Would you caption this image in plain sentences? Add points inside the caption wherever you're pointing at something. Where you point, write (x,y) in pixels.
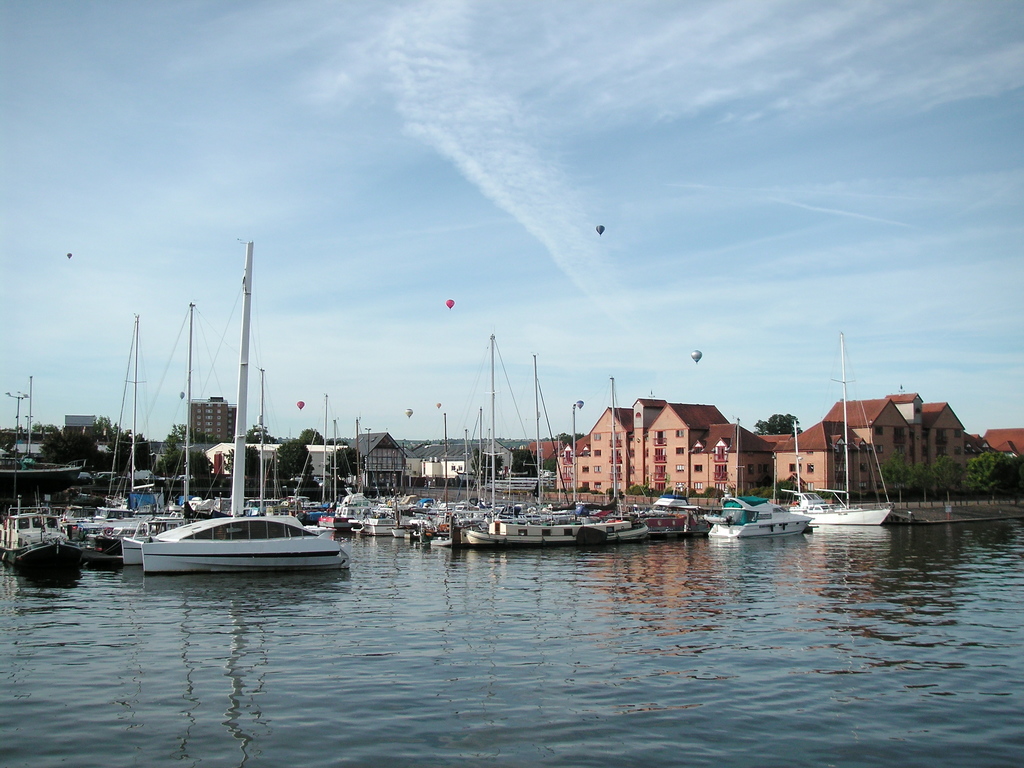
In this image I can see water (514,625) and in it I can see number of boats (731,505). In the background (398,481) I can see few trees (303,437), number of buildings (567,446), clouds (681,81), the sky (527,281) and in air (267,292) I can see few balloons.
